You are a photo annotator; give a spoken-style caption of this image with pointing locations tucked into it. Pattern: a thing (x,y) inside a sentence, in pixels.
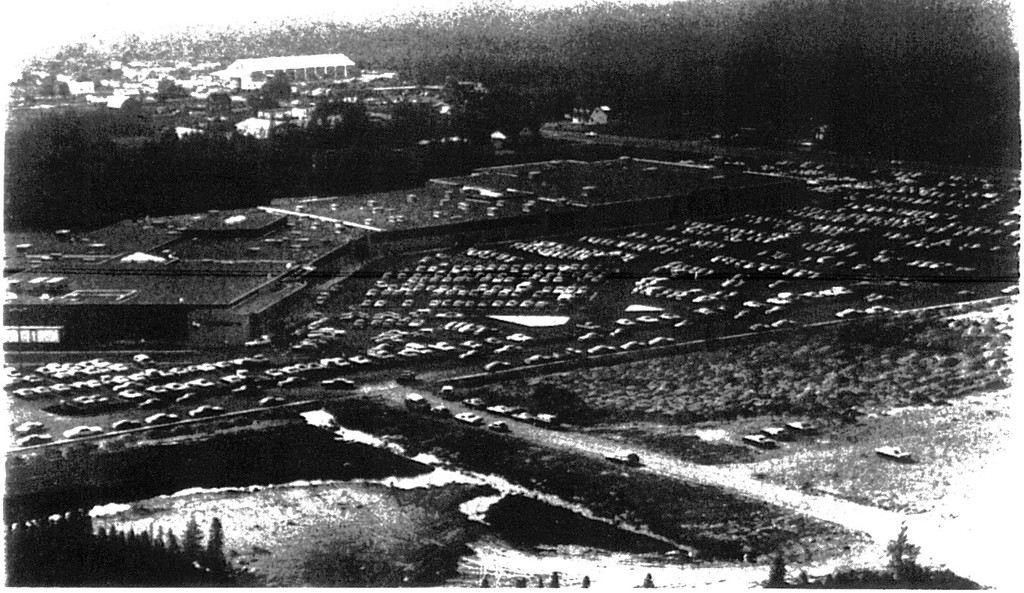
In this picture there are many cars (506,291) parked in a parking place (526,369) and there are few buildings (286,55) and trees (375,46) in the background (572,55).
